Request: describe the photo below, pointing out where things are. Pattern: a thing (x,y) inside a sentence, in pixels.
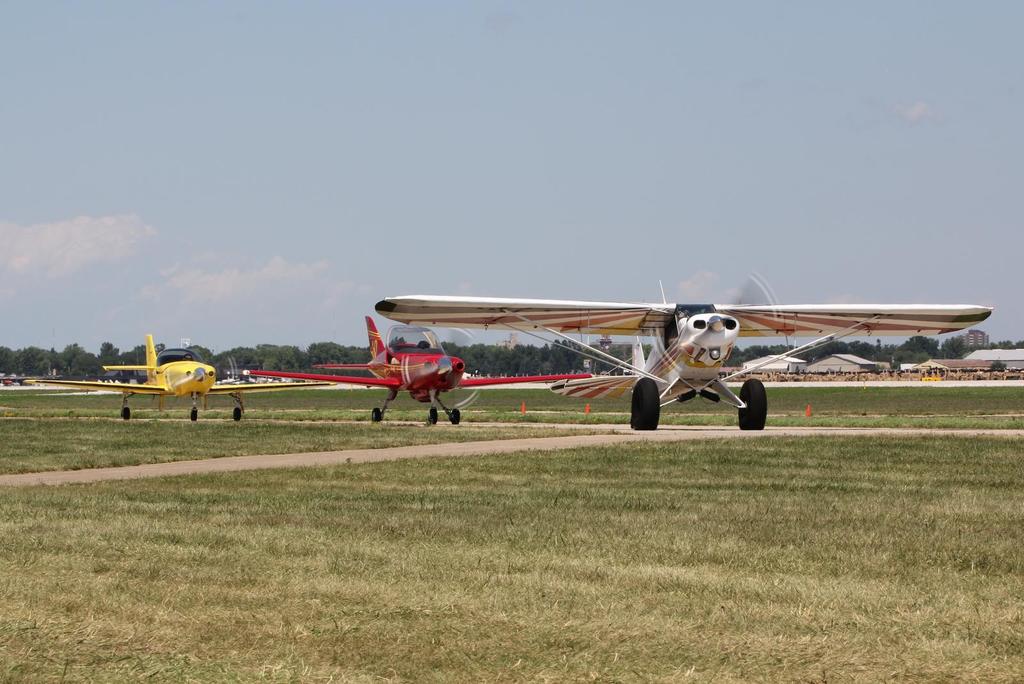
In this image we can see aeroplanes (386,371) on the runway (439,450). In the background (838,363) we can see buildings (855,363), trees (94,357), sky (218,340) and clouds (100,239). At the bottom (440,517) there is grass (445,629).
